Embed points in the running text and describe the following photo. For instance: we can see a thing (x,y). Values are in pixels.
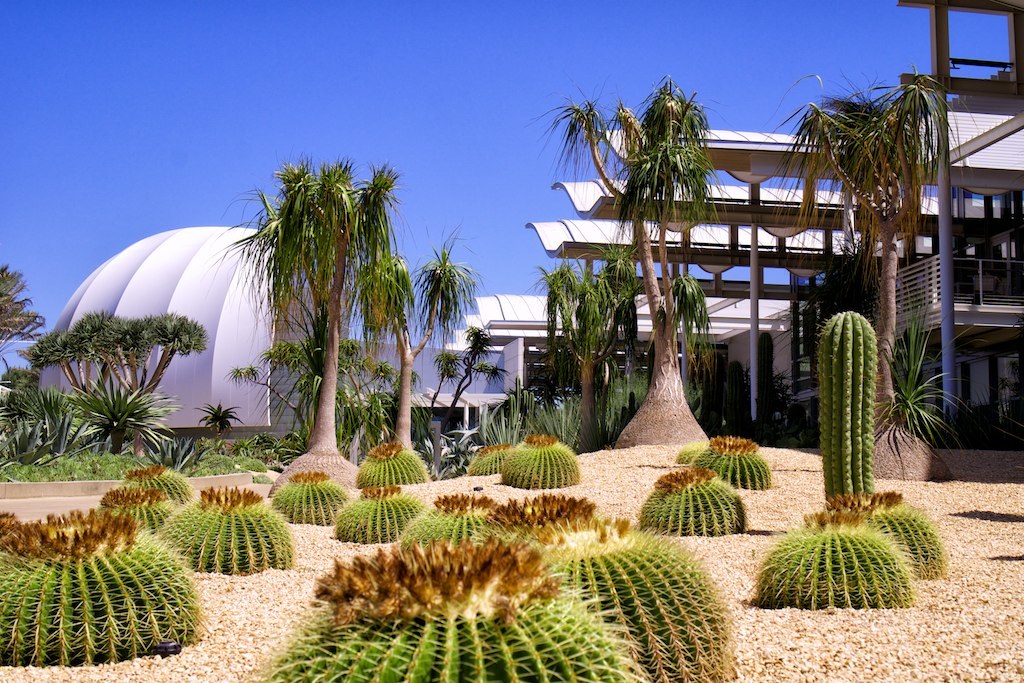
This is an outside view. At the bottom of the image (341,604) I can see few cactus plants (509,566) on the ground (901,648). In the background (554,276) there are some trees (288,273) and buildings (133,271). At the top (168,43), I can see the sky (245,62).
